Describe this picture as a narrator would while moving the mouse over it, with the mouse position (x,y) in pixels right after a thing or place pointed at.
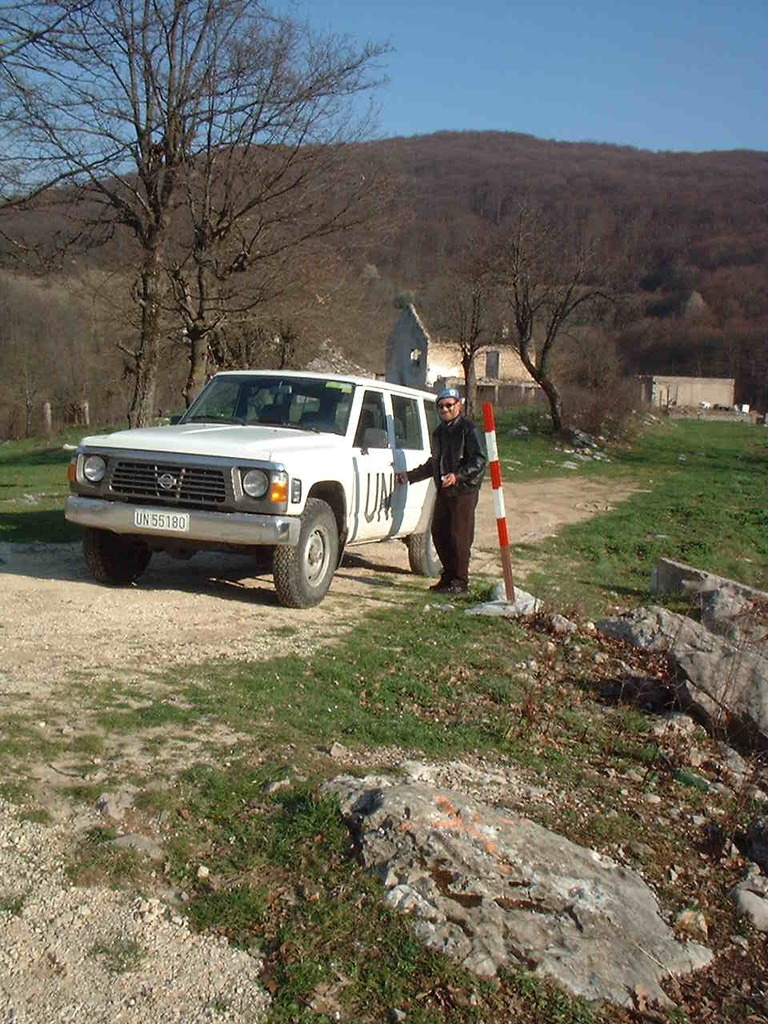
In this image, we can see a white color car (325,454), there is a person (441,470) standing beside the car (359,459), there are some trees (193,191), at the top (474,62) there is a blue color sky (587,70).
